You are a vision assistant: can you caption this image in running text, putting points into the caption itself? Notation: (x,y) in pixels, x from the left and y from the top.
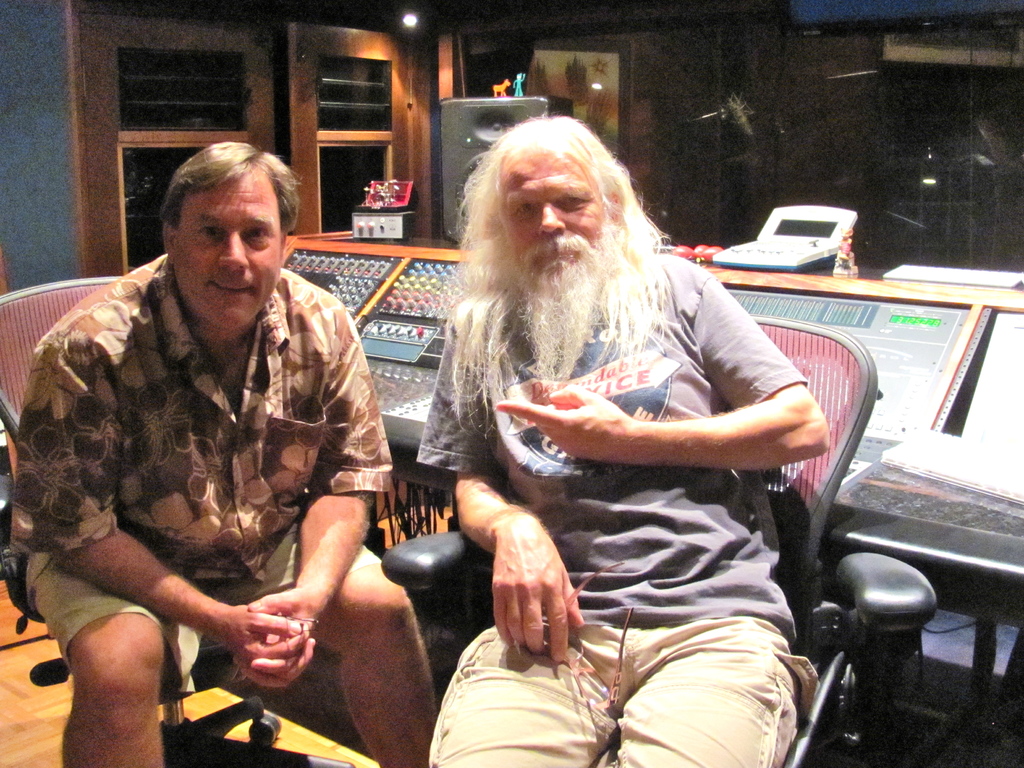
In the center of the image (358,461) there are two people (629,298) sitting on chairs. In the background of the image (346,156) there is a door (153,188).
